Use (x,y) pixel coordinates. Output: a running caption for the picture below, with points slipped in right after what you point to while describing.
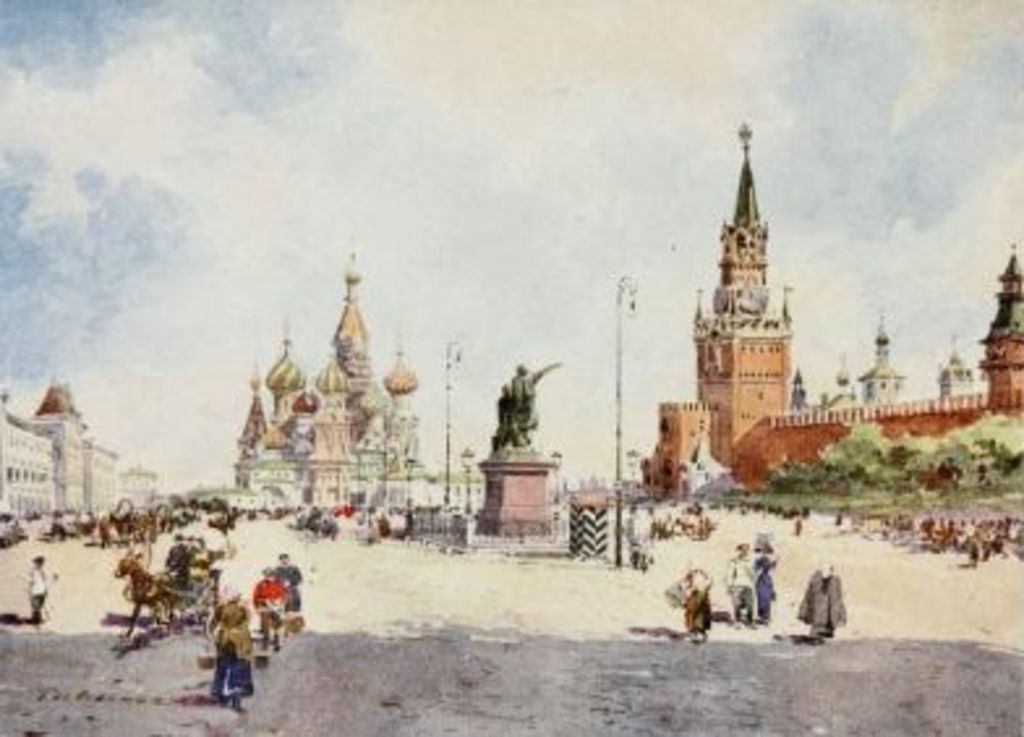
At the bottom of the image (214,555) few people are standing and walking and there are some carts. In the middle of the image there is a statue (541,538). Behind the statue (541,538) there are some poles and trees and buildings (78,478). At the top of the image (213,243) there are some clouds (225,125) in the sky (262,97).
